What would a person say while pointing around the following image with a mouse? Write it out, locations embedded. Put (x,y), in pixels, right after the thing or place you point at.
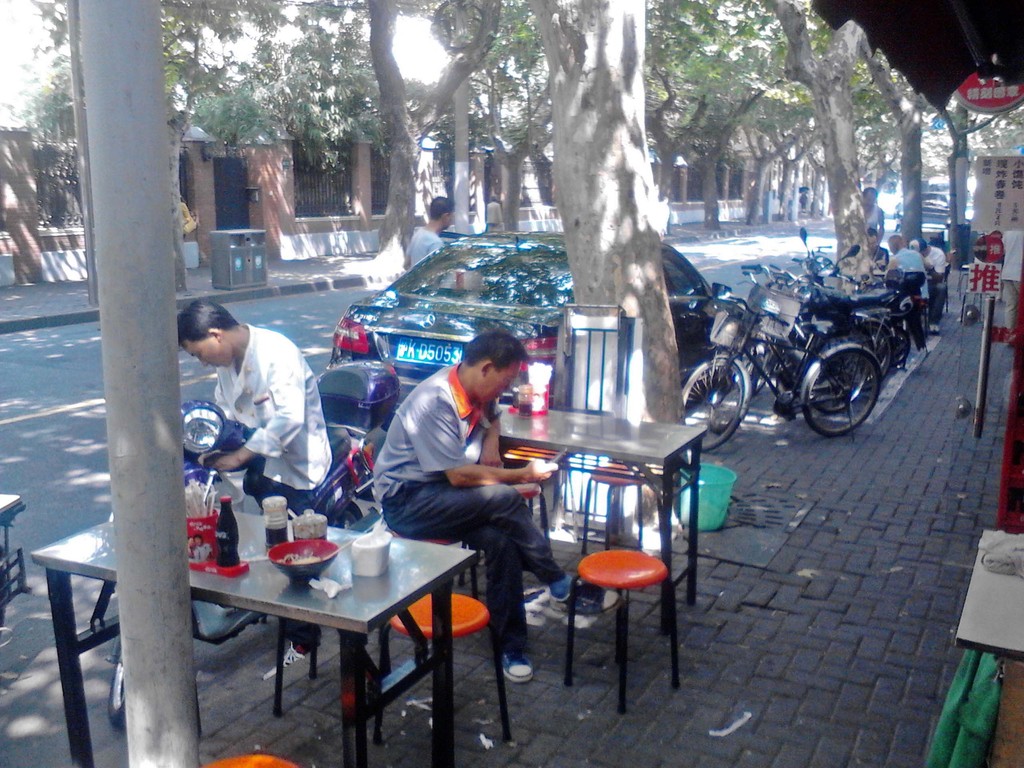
As we can see in the image, there are houses (287,192), trees (441,99), few people (447,381) sitting here and there, car (553,328), bicycle (746,372), motor cycle (809,305) and few chairs (458,601) and tables (568,445). On table (301,591) there is a bottle (232,543) and a cup (371,550).
